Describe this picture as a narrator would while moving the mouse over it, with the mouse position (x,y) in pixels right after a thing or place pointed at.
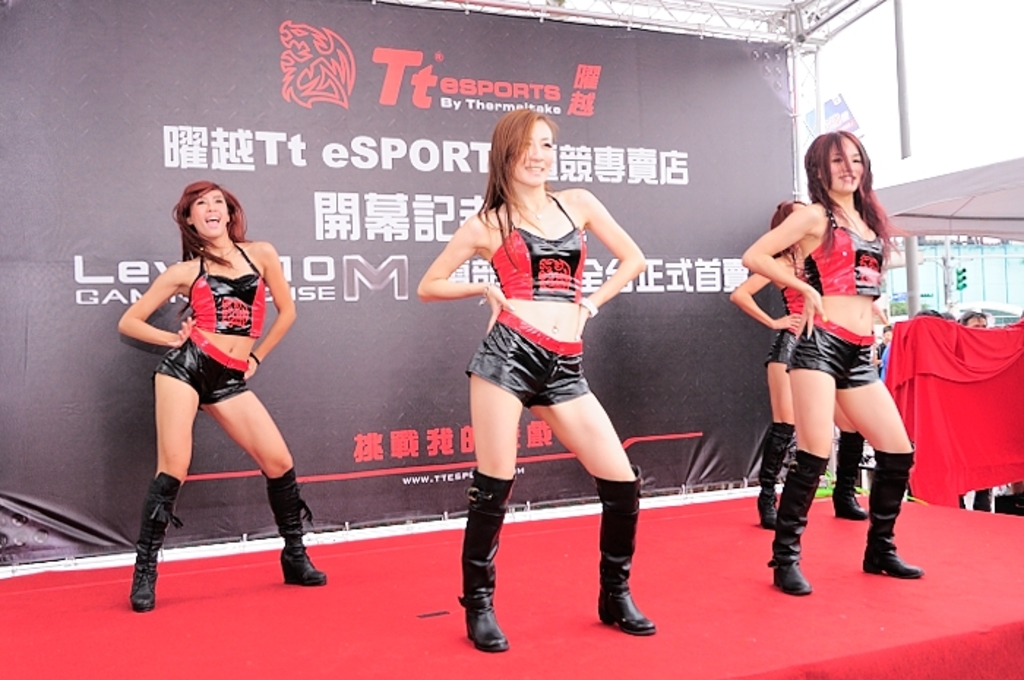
In this image I can see four women's (784,288) are performing a dance on the stage (641,637). In the background (951,201) I can see a hoarding (385,184), shed (935,193), building (1013,279), the sky (857,25) and a group of people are standing on the ground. This image is taken may be during a day.
